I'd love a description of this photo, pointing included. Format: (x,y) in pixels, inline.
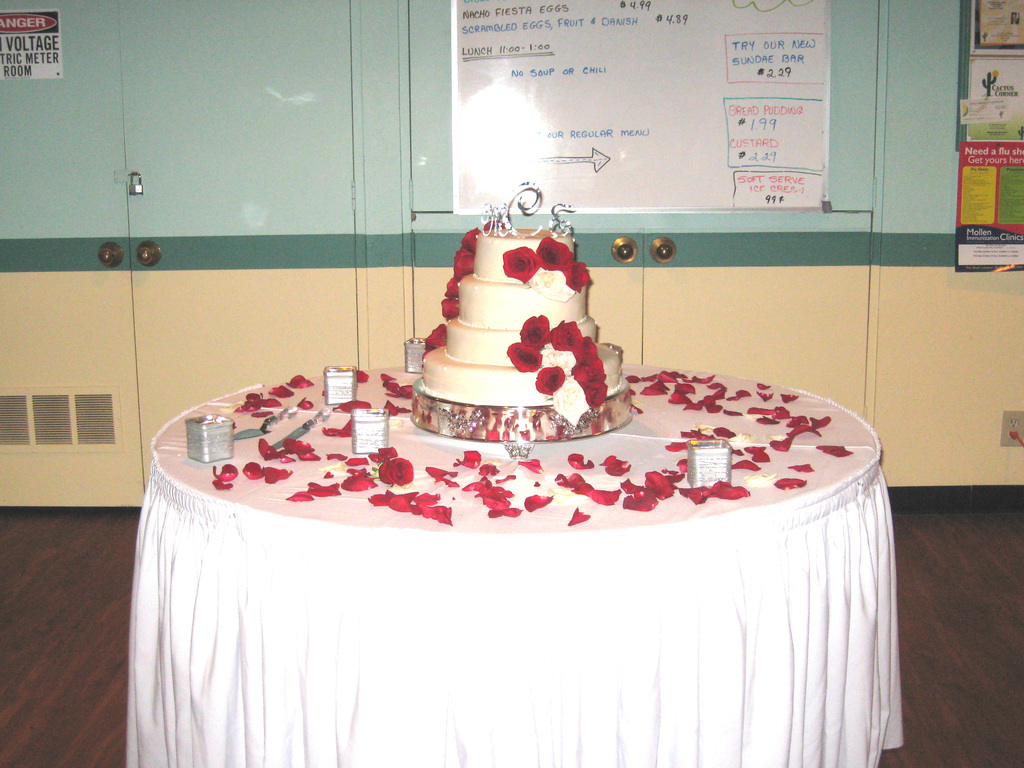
There is a step cake (471,327) on which, there are red color rose flowers (528,248) arranged on the table (526,521). Which is covered with white color cloth (736,502) on which, there are pieces (749,470) of red color rose flowers (395,397) and silver color candle holders (363,415) arranged. In the background (650,89), there is a white color board (540,63). Which is attached to the wall (408,130). On which, there are posters (1019,90).
